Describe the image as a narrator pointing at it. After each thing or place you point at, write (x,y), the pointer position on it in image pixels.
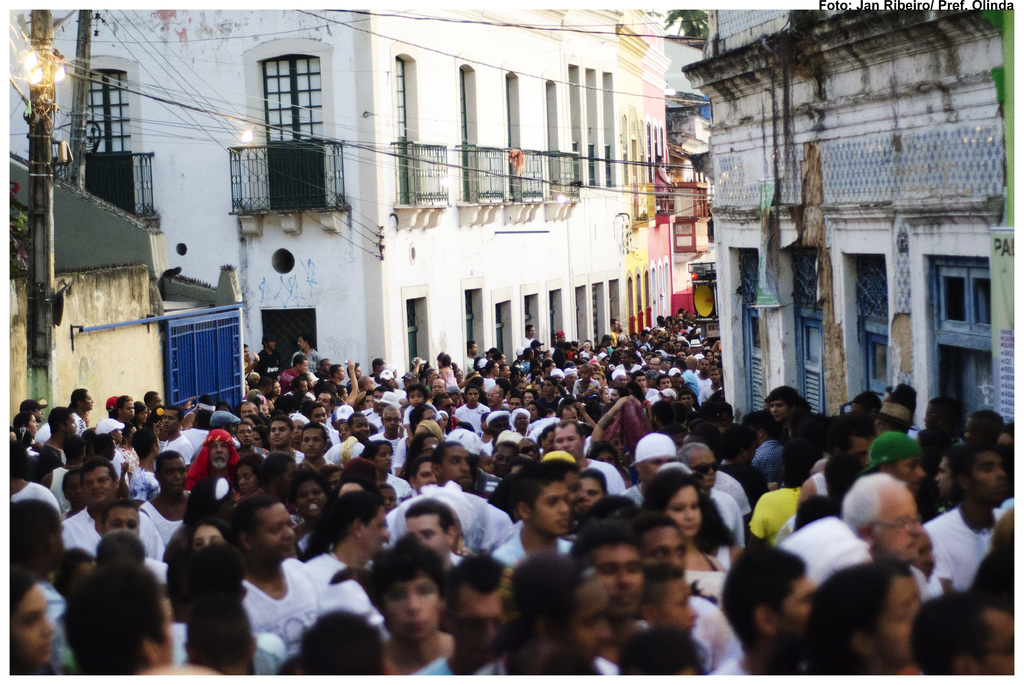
At the bottom of the image (337,458) there is crowd (557,426). In the background (397,194) there are buildings (394,164), wires (378,153), poles (75,55), light (61,76), tree (675,18) and a gate (177,381).
